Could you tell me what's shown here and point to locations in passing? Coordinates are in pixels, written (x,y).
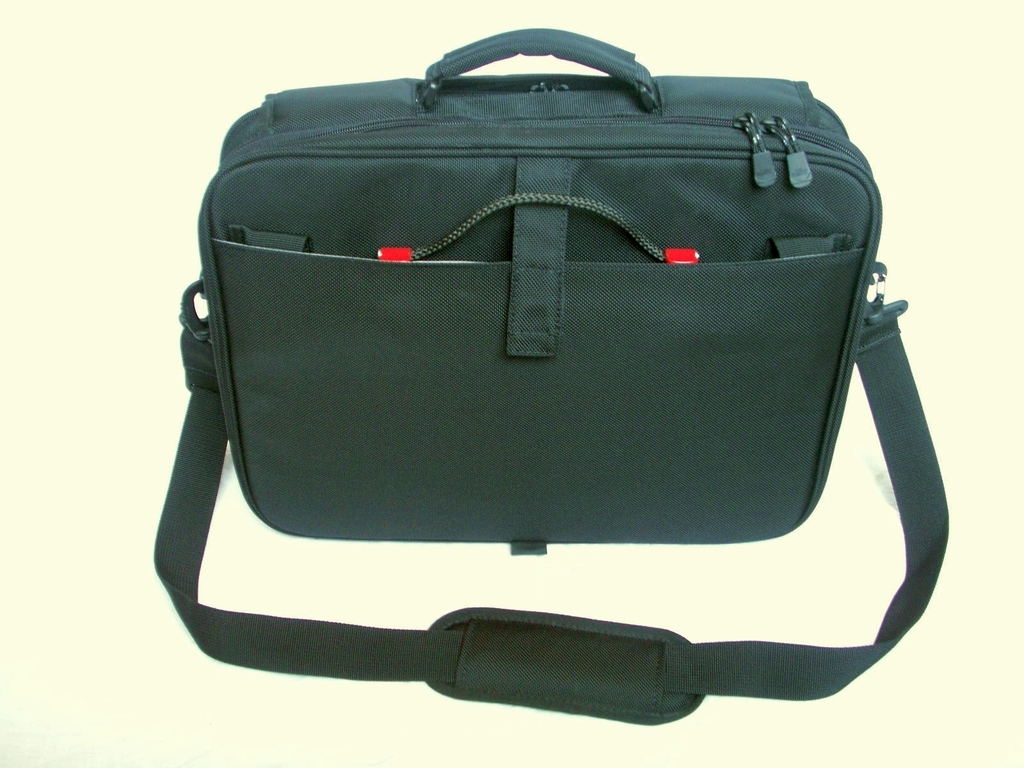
This is a picture of a black bag (519,157).
